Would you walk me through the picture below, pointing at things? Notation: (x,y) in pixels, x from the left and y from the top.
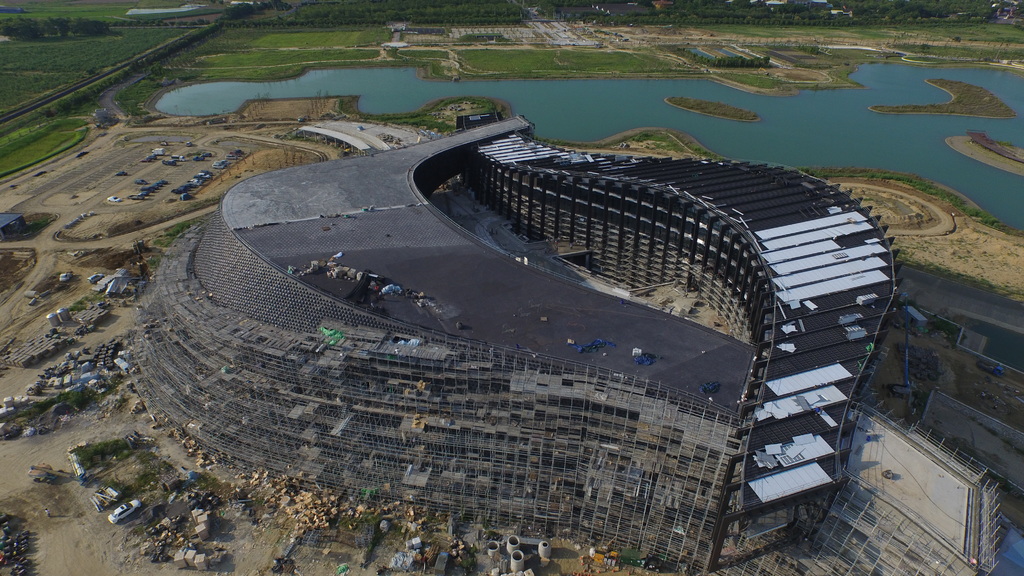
This is a building (612,310), this is water (693,128) and grass (344,30), this is car (126,506).
